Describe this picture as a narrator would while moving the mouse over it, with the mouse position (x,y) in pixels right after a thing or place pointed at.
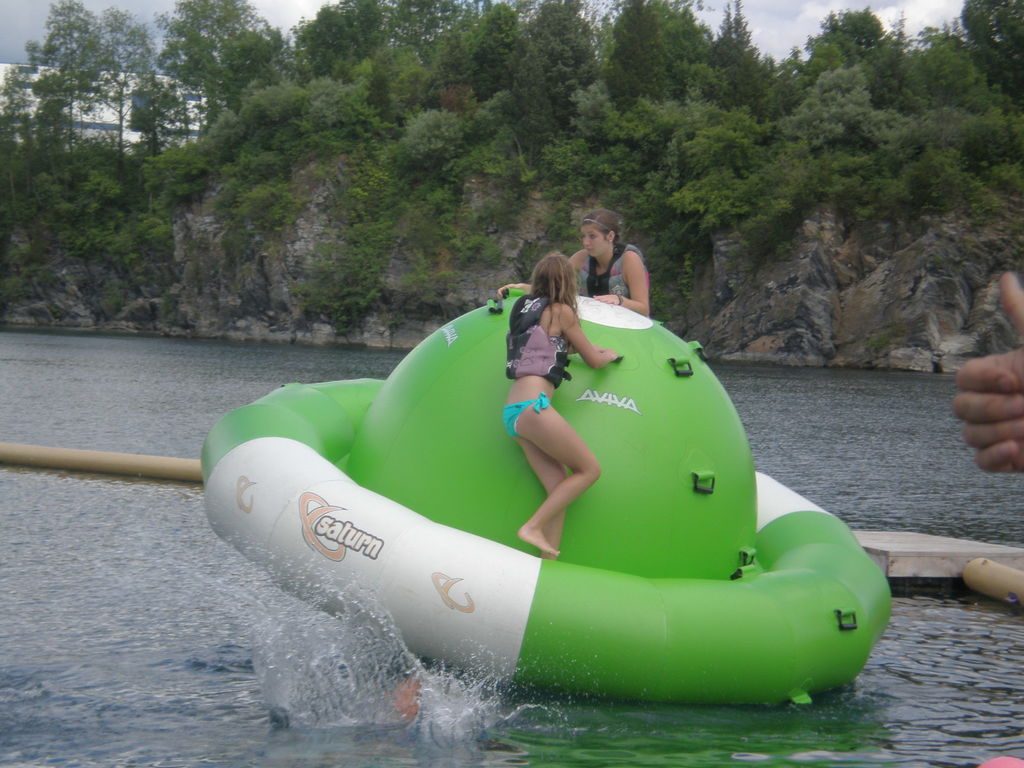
Here I can see a balloon (292,491) on the water (104,591). On the balloon (513,494) there are two women (552,355). On the right side (983,391), I can see a person's hand (987,408). In the background (575,220) there are many trees (744,141) and a rock (804,277). At the top (772,27) I can see the sky (780,28).
